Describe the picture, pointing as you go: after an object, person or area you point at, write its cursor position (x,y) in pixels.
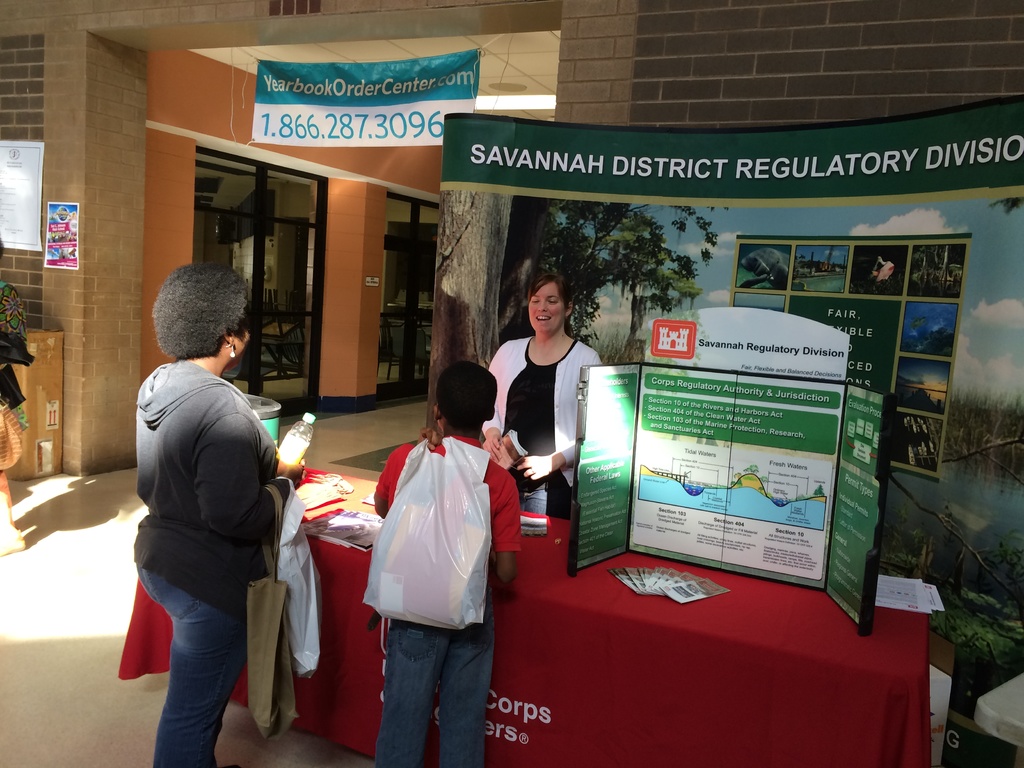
In this picture we can see few people (209,760) on the ground (272,763), here we can see a table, banner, posters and some objects (265,637) and in the background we can see a building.
